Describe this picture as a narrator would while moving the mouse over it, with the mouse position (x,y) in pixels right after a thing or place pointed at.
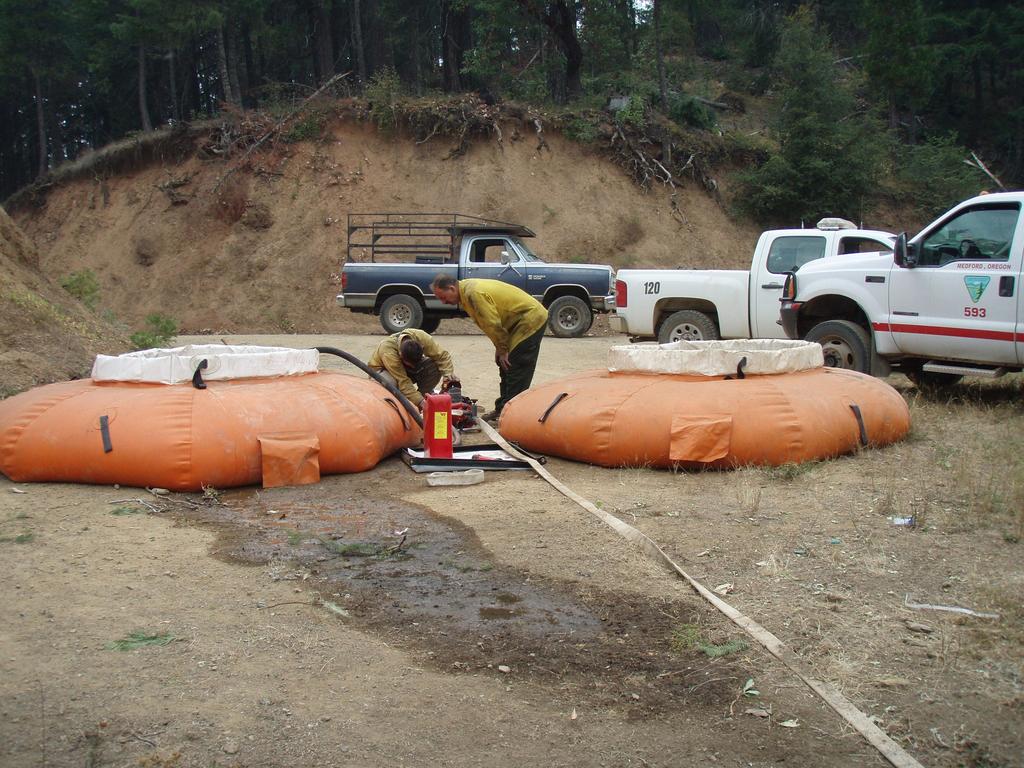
In this image we can see some water containers (676,449) with pipes (559,479) on the ground (746,475). We can also see a device (443,415) and two men (390,364) standing beside them. In that a man (418,355) is holding a motor (446,392) which is tied with ribbon (487,427). On the backside (852,303) we can see some grass (883,510), some vehicles (969,369) parked aside and a group of trees (809,163).
